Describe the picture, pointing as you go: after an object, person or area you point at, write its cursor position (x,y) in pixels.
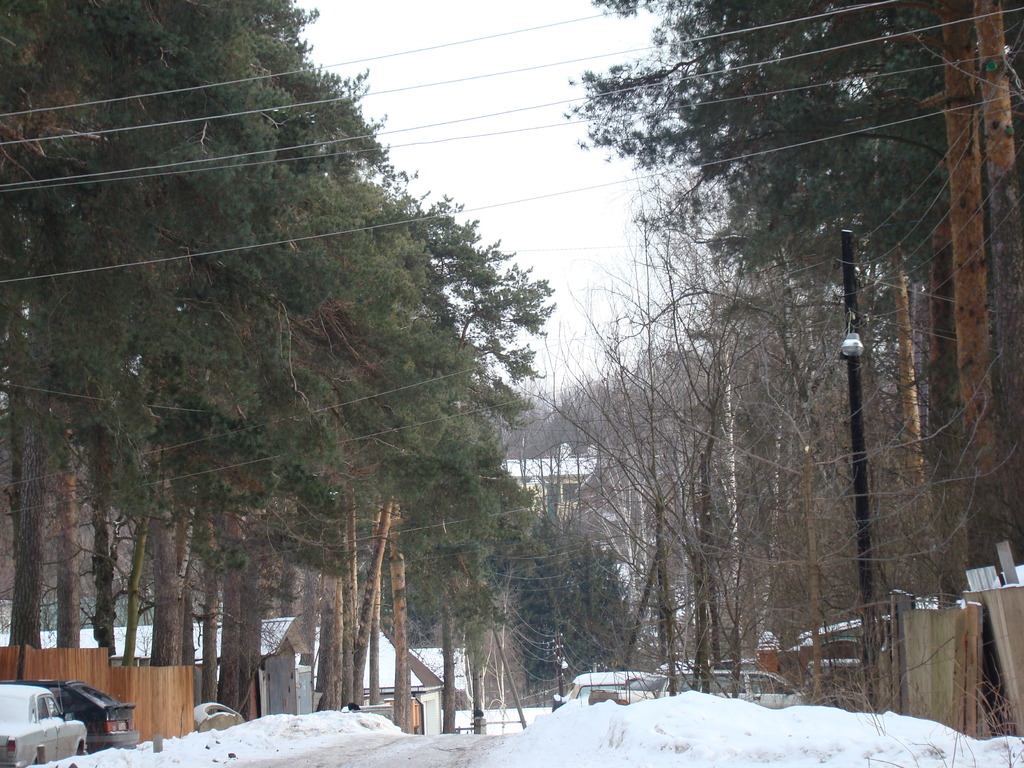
In the image there is a land (544,719) covered with snow (715,748) and around that there are some vehicles (601,682), trees (233,689) and houses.
